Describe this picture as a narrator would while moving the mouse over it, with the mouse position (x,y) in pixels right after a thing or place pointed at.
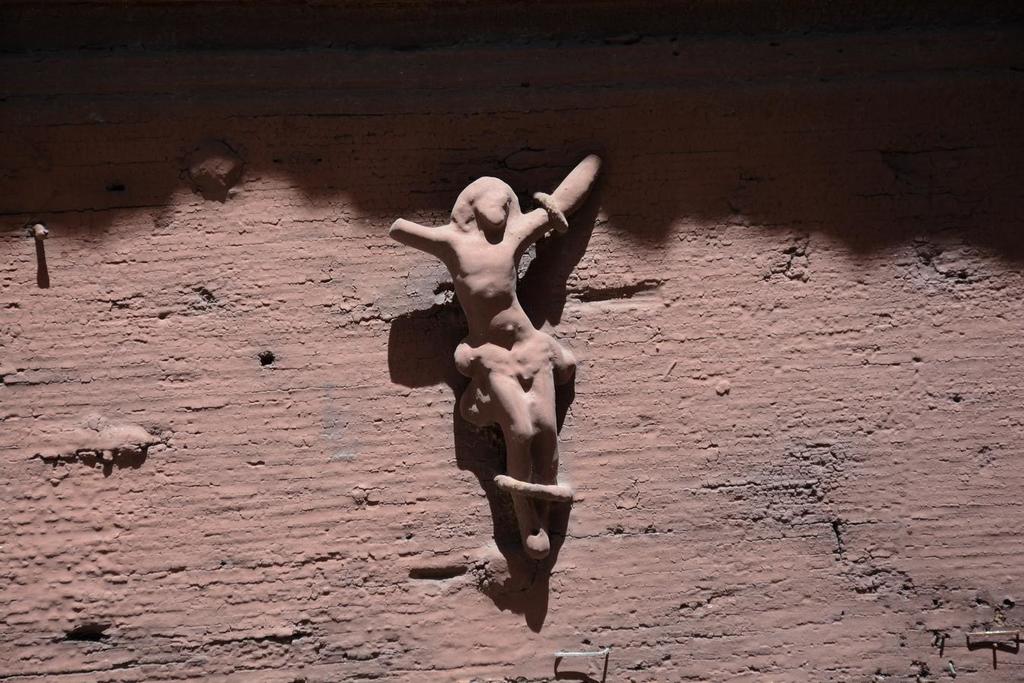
In the image on the wall (704,398) there is a sculpture (484,352) of a person (519,434).
